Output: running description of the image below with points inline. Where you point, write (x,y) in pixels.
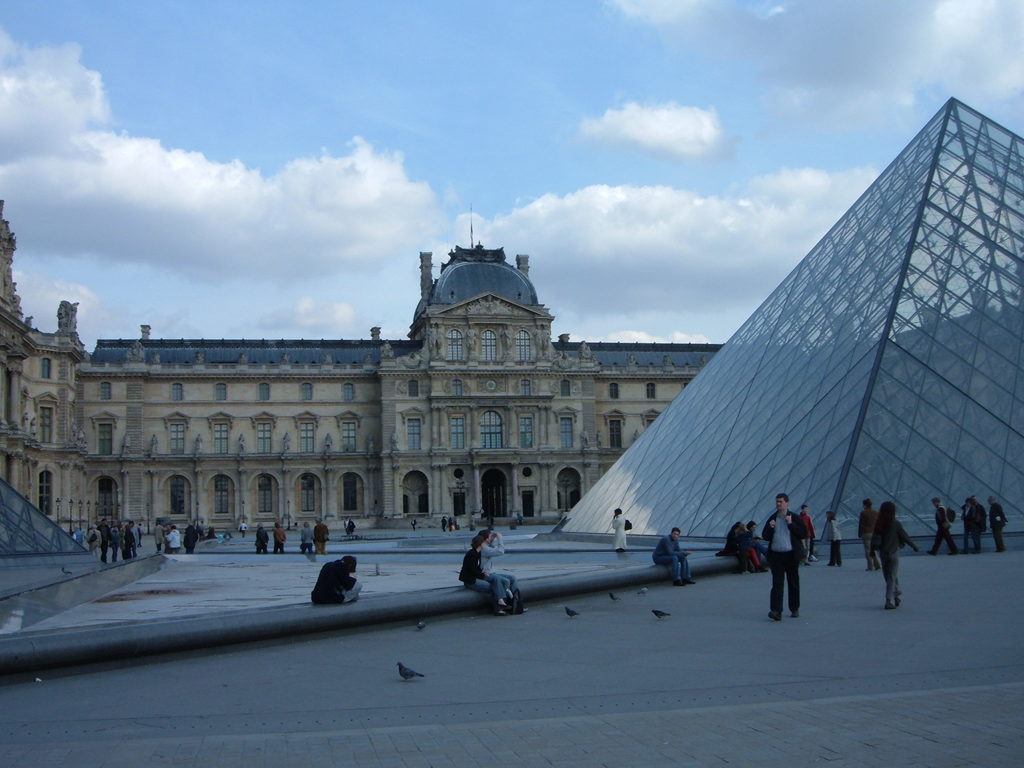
Here there is a building (298,461) with the windows (260,495), here people (672,569) are sitting, here people (906,537) are walking, this is bird (406,677) and a sky (610,173).
